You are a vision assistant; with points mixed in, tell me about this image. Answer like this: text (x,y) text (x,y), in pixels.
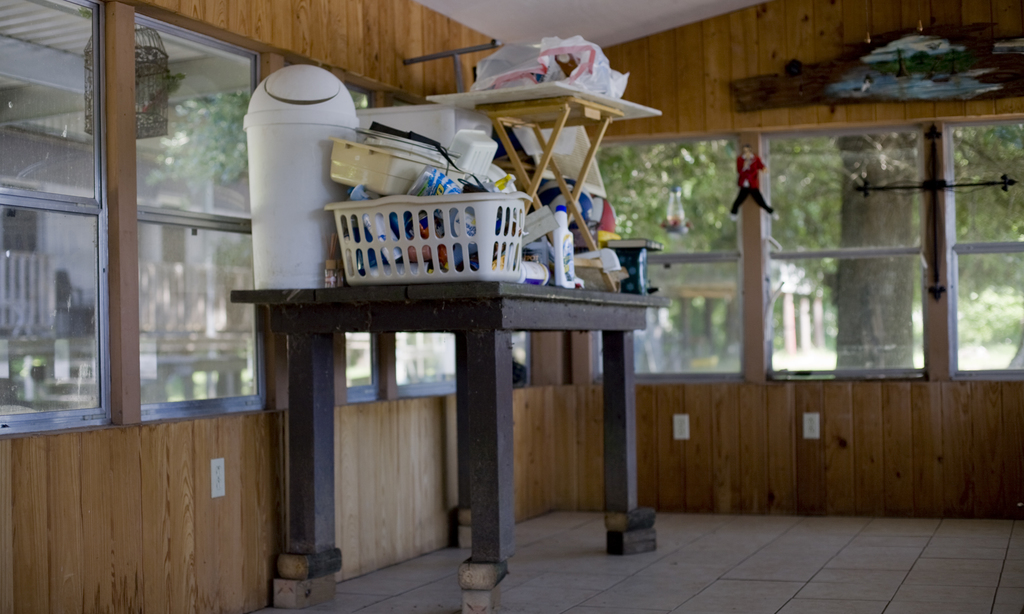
In this image in the center (354,317) there is one table (388,332), on the table (357,304) there is one basket (364,258), dustbin (319,212), table (503,142), cover (577,68), bottle (564,260), book (630,246) and some objects (373,165). And in the background (637,160) there is a glass window (147,349) and wooden wall (768,473) and also some trees (650,195), at the bottom (595,577) there is a floor (524,587).
